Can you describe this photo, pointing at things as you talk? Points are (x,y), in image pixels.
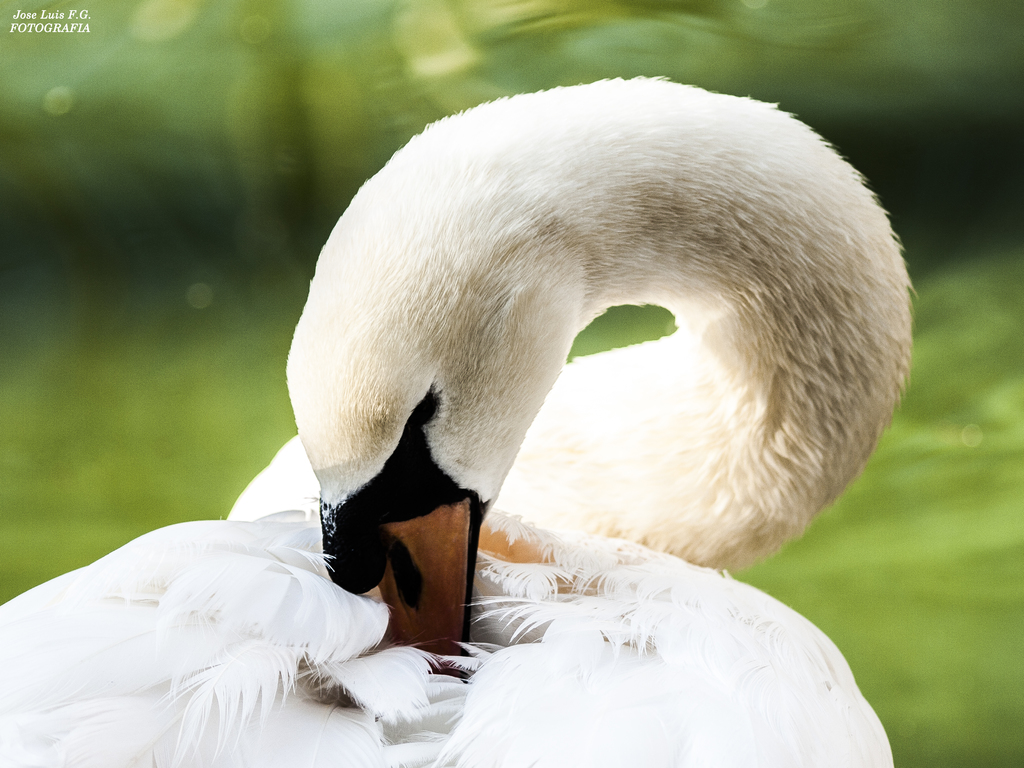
In the picture I can see a white color bird (526,530). The background of the image (134,273) is blurred. On the top left corner of the image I can see a watermark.
